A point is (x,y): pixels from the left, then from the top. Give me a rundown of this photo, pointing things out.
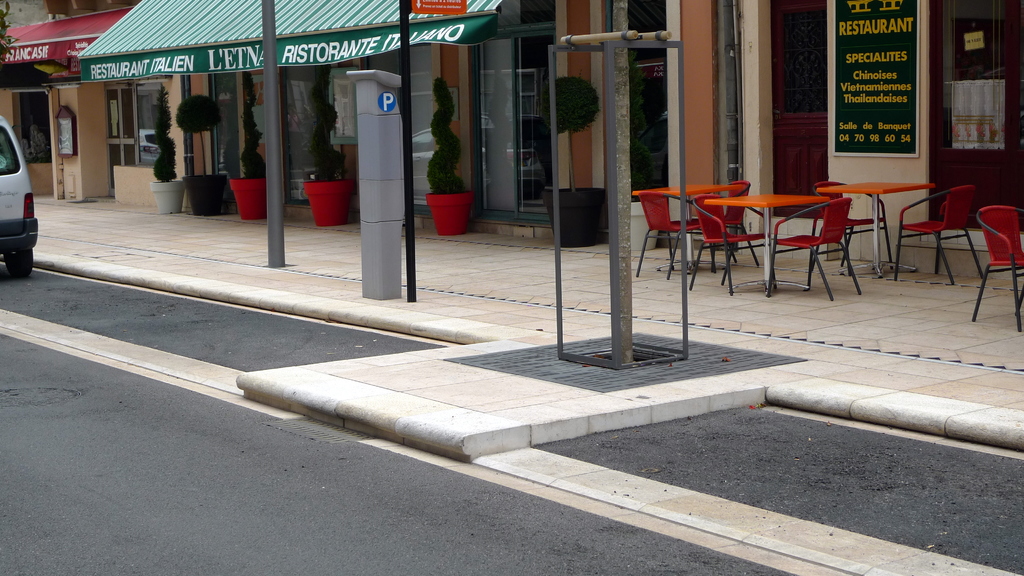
There is a vehicle (8,141) on the road (245,420). Here we can see poles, chairs (730,256), tables (880,190), boards (915,116), and stalls (424,132).
